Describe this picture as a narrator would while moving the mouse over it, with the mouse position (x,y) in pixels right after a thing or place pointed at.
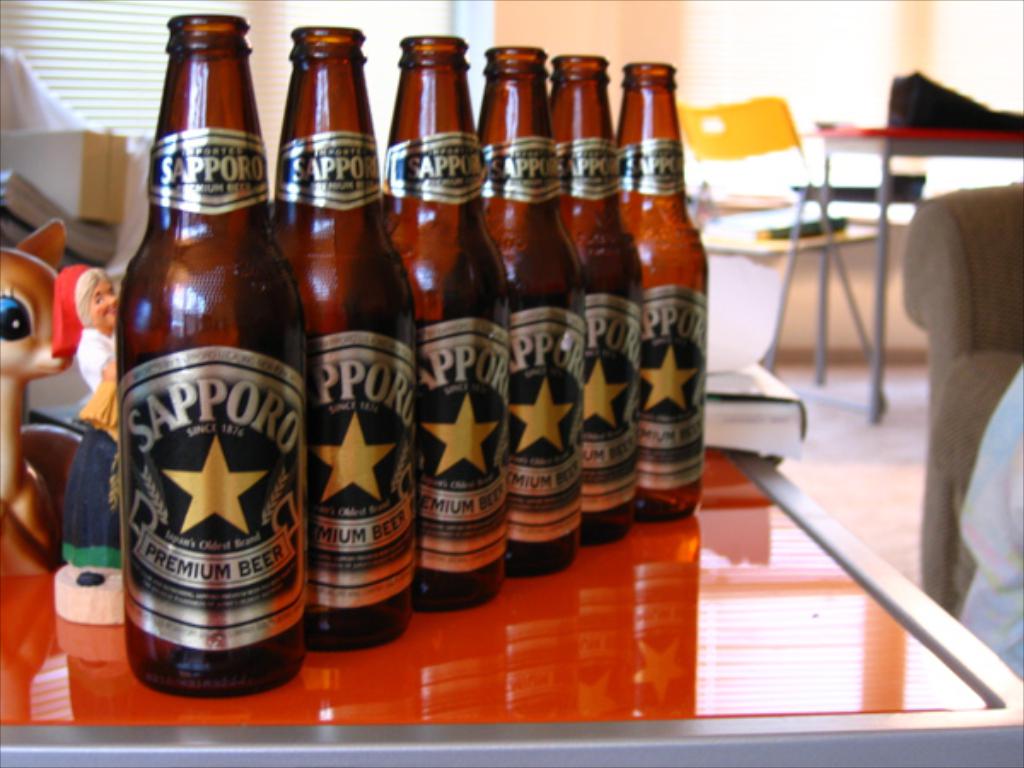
This picture is of inside the room (747,589). In the foreground (725,570) there is a red color table (677,634) on the top of which glass bottles (337,287) are placed and some toys (50,334) and also placed. In the background (932,152) we can see the table (899,136), yellow color chair (766,128), window blind (387,17) and the wall (592,21).
